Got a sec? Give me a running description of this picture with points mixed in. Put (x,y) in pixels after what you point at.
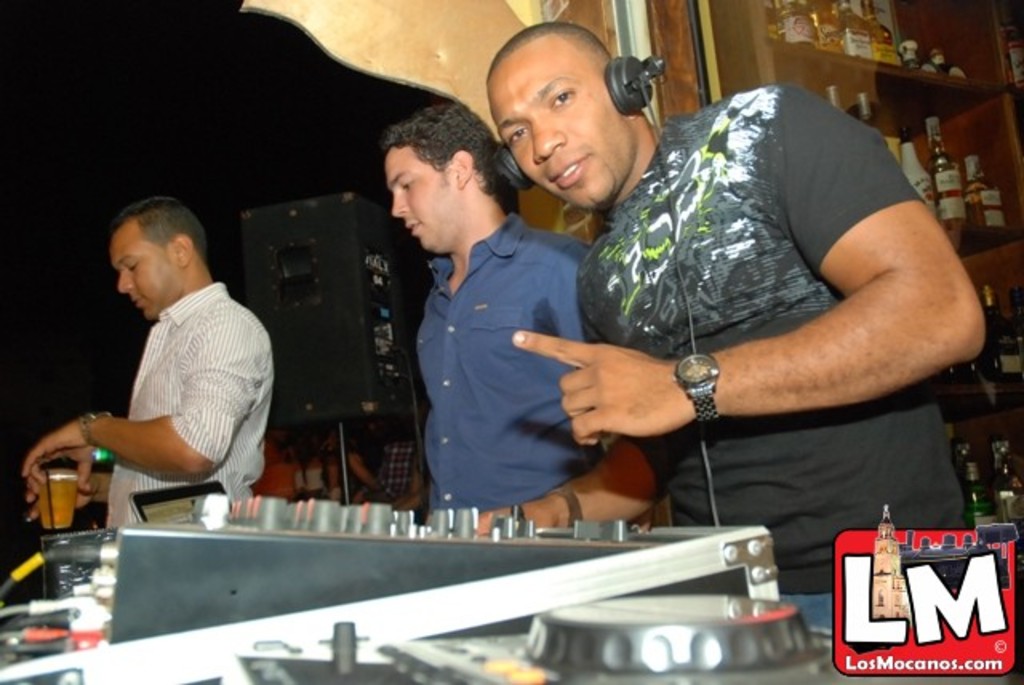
In this picture there is a man (917,251) who is wearing headphone (636,99), t-shirt (736,301), jeans (807,595) and watch (711,413). He is standing near to the amplifier (437,634), beside that we can see another man (452,164) who is wearing blue shirt (479,398). On the left (123,228) there is a man (182,443) who is holding a glass (73,500), beside him there is a speaker (385,405). In the right (940,196) background (1013,505) we can see many wine bottles (946,209) on the wooden rack (937,21). in the bottom right corner (881,600) there is a watermark (971,598).
